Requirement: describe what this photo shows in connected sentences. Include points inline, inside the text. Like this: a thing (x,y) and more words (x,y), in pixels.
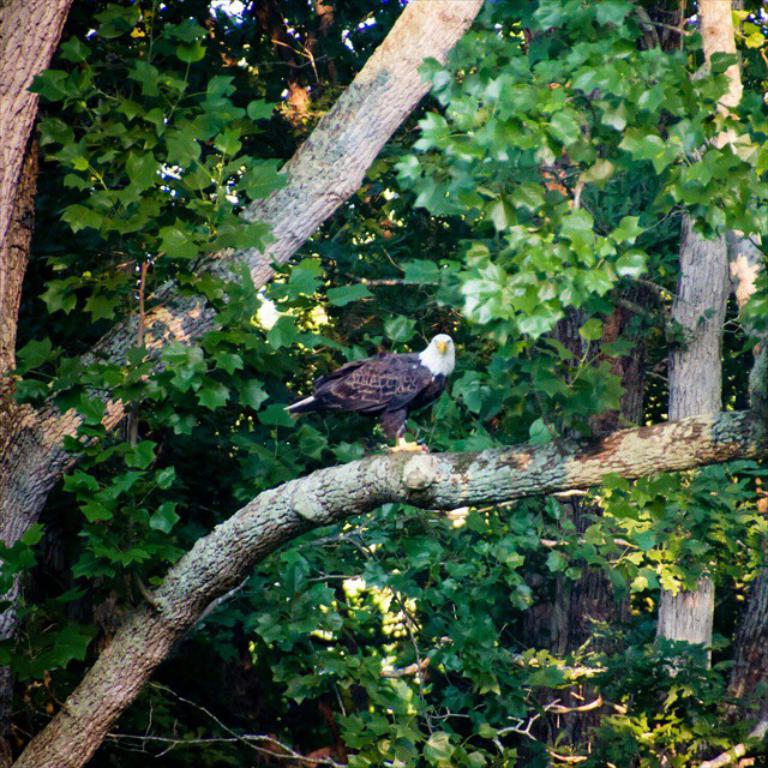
In this image I can see a bird (386,408) which is brown, white and yellow in color is on a tree branch (351,480). I can see few leaves (556,282) of a tree (544,255) which are green in color.
